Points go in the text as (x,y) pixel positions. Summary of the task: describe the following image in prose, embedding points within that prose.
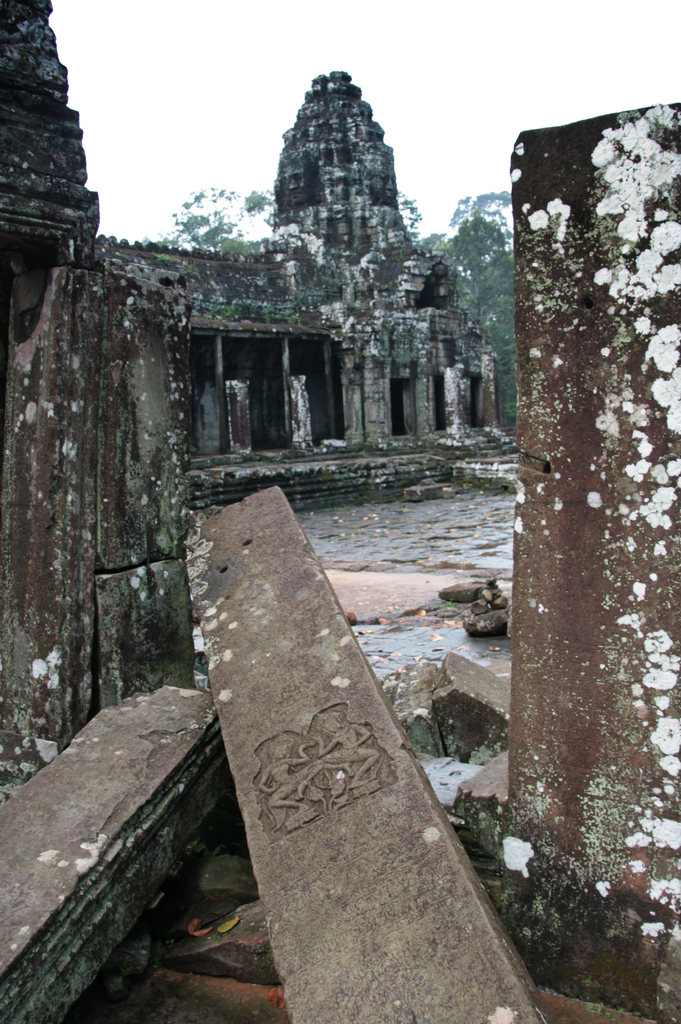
In this image we can see an ancient building (352,491), there are some trees (455,238), stones (450,498) and pillars (243,420), in the background (374,52), we can see the sky (476,87).
